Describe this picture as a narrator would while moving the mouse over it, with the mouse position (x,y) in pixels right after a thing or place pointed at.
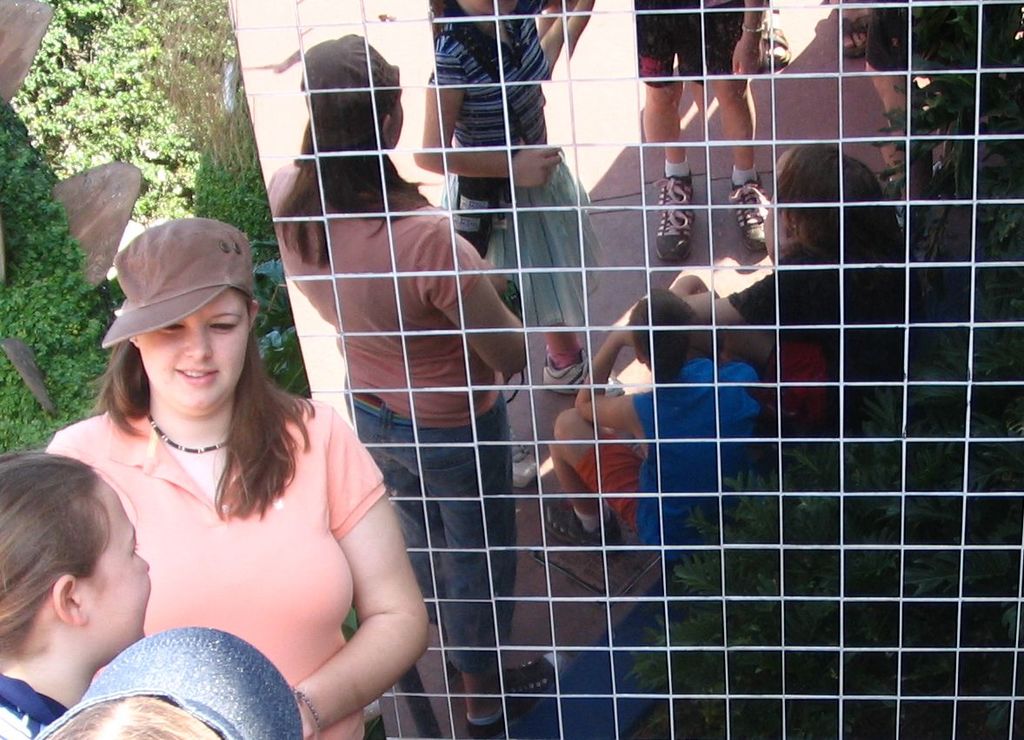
In this picture I can see three persons (298,453) standing, there is a reflection (468,268) of group of people (696,373) and plants (687,735) in the mirror (705,410).
